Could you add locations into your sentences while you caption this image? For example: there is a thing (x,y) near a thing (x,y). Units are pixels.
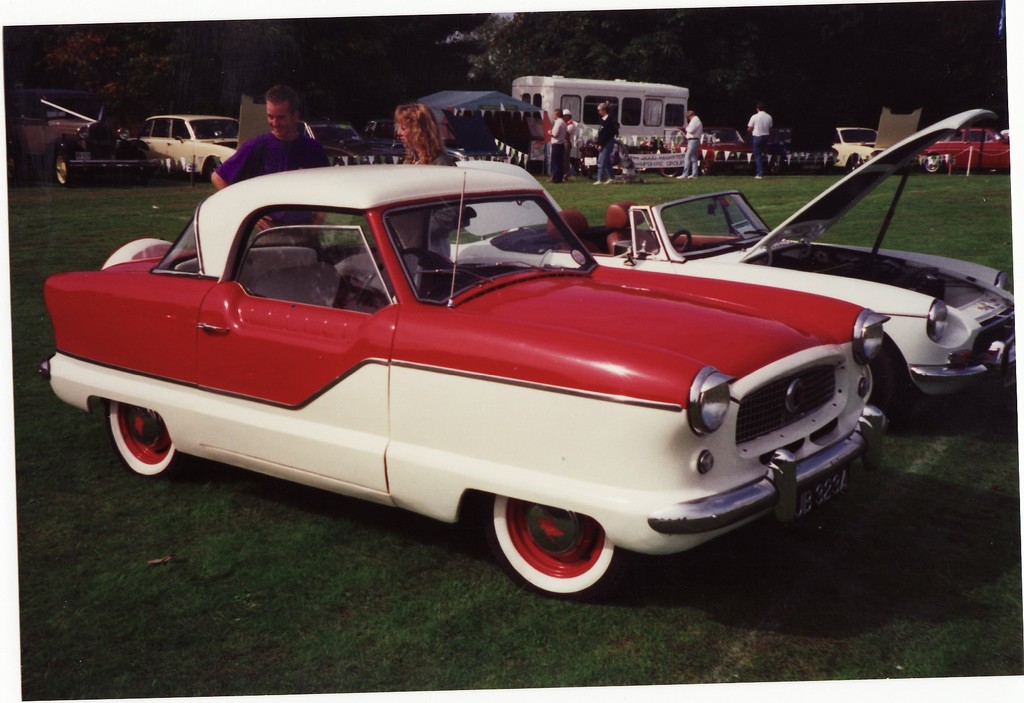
In this image, we can see two cars (695,273) are parked on the grass (873,594). Behind the car (382,227), we can see a woman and man (290,225) are standing. Top of the image (11,179), we can see vehicles (592,102), tent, people (765,157), banner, decorative objects (715,155) and trees (747,93).
